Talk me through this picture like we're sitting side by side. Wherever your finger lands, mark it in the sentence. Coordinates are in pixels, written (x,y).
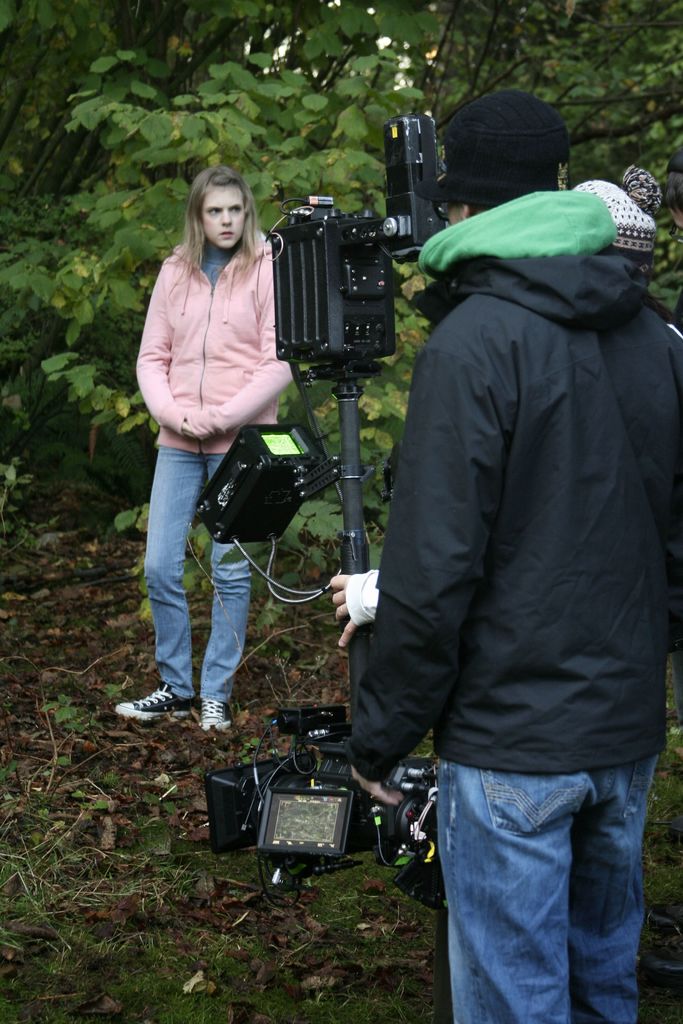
In this picture there is a girl (242,299) on the left side of the image (214,240) and there are other people (582,421) on the right side of the image (592,365) and there is a device (296,708) in the center of the image (330,494) and there are trees (638,45) in the background area of the image (367,122).
